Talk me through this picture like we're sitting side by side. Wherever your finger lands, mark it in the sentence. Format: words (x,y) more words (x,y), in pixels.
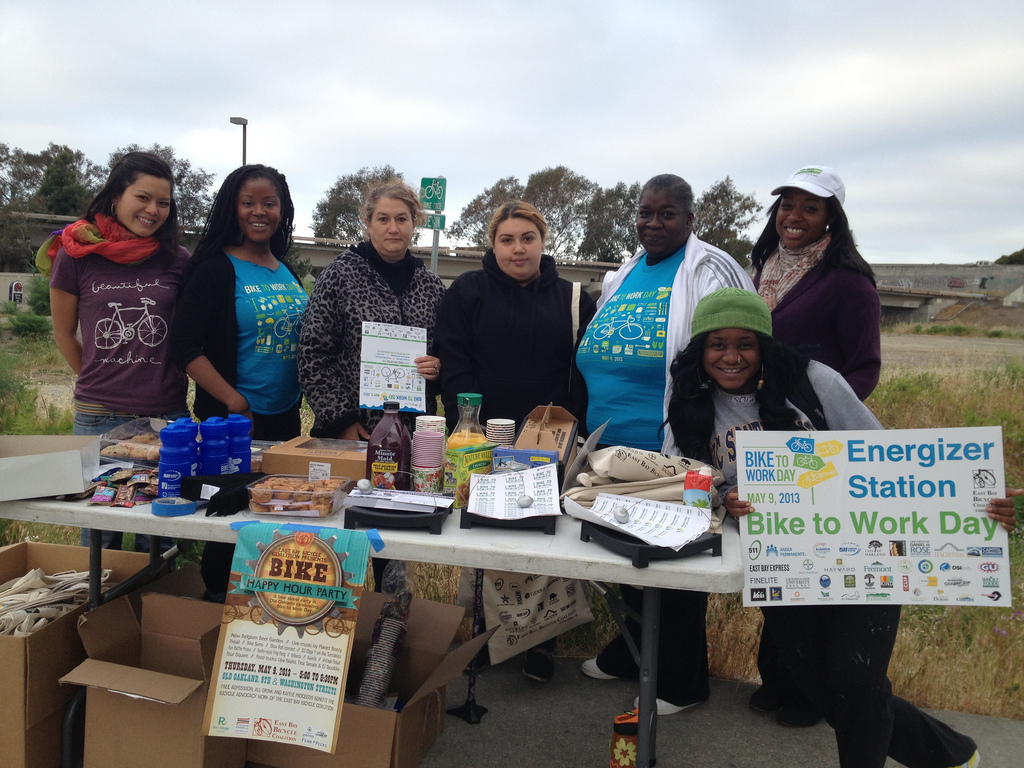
This picture shows few women (675,281) standing, couple of them (724,331) wore caps (749,298) on their heads (790,206) we see a woman (723,454) holding a placard (971,497) in her hand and we see bottles (373,454), papers (487,505) and food (151,440) in the boxes (125,435) on the table (95,528) and we see a poster (311,597) to the table (96,597) and few carton boxes (100,667) under the table (294,517) and we see another woman (350,396) holding a paper (409,352) in her hand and we see grass (963,331) on the ground (955,348) and sign board (433,195) to the pole (437,262) and a pole light (243,123) and we see trees (46,178) and a cloudy sky (749,82).
